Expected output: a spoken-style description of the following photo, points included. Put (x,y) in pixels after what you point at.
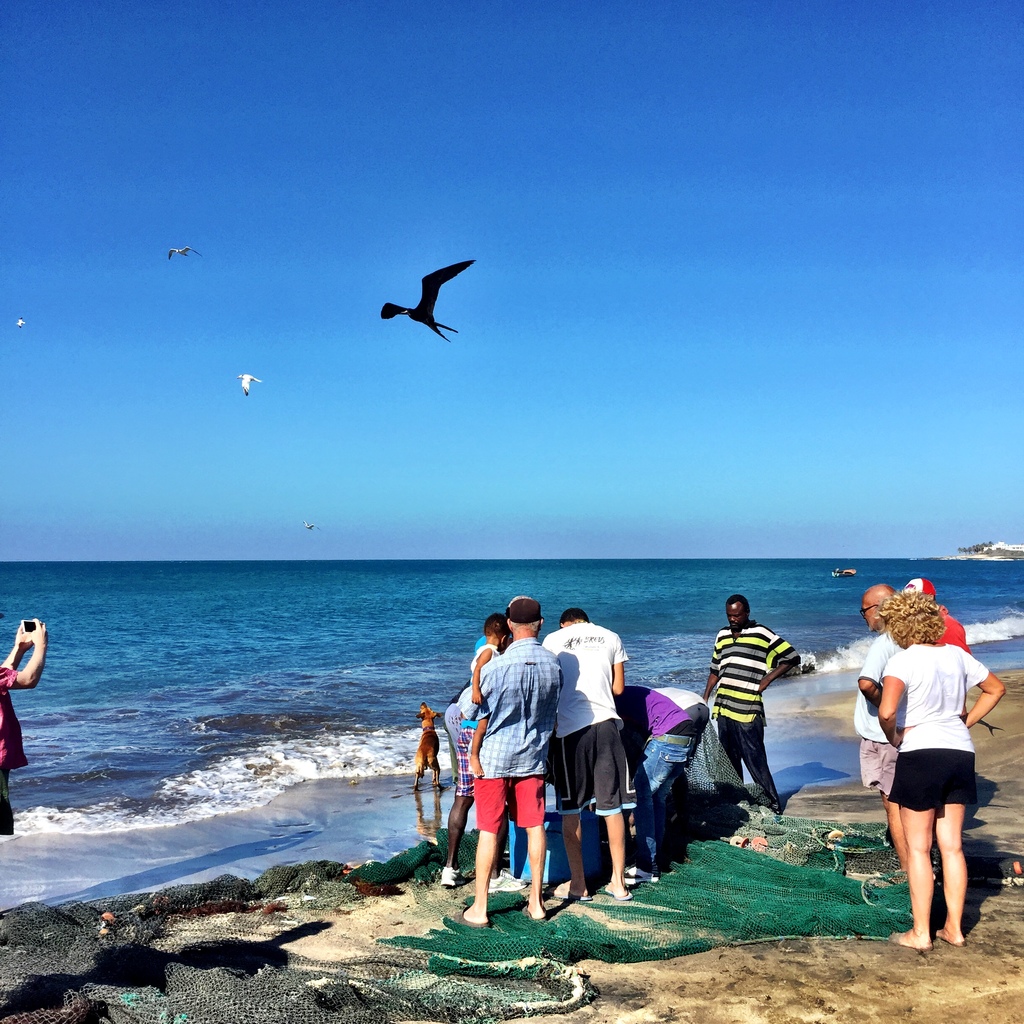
In front of the picture, we see people (901,861) are standing. Beside them, we see a green net (734,830). I think they might be fishing. The man (36,621) on the left side (11,767) is holding the mobile phone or the camera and he is clicking the photos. In the middle of the picture (391,594), we see water (370,645) and this water (438,631) might be in the sea (640,569). At the top (355,107), we see the birds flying in the sky (483,428). This picture is clicked at the seashore (858,989).
